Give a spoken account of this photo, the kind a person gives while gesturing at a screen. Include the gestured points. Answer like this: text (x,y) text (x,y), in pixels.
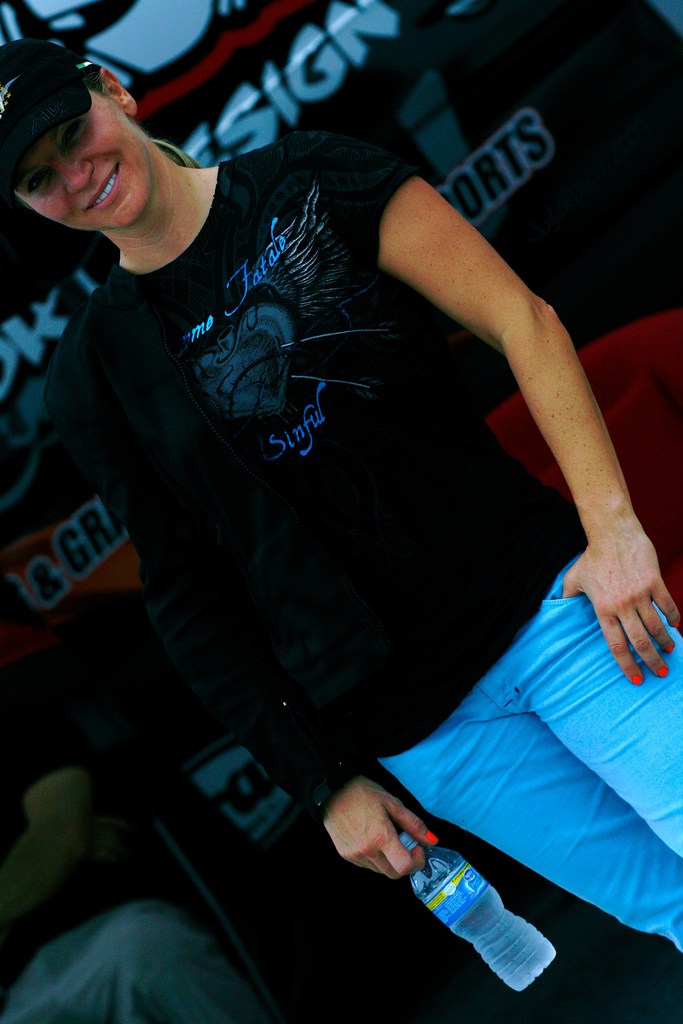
Here we can see a woman (143,188) standing on the floor (559,934) and smiling, and holding a water bottle (453,861) in the hand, and at beside a person (164,968) is sitting on the chair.
